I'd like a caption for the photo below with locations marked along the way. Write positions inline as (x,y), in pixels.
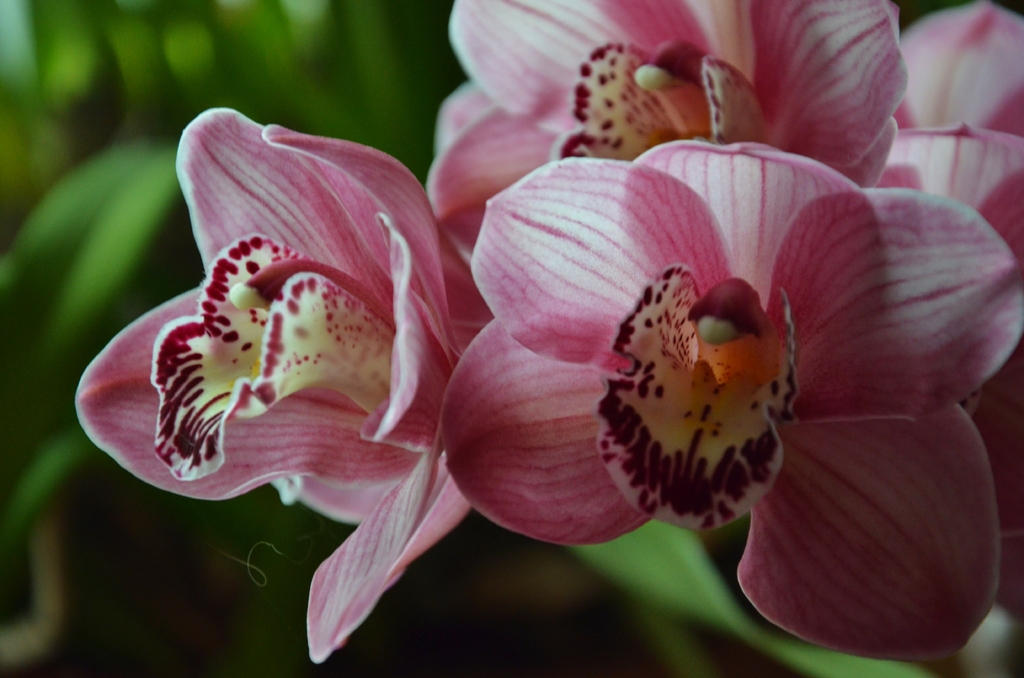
In this image we can see flowers (819,258). In the background (547,583) it is green and blur.
